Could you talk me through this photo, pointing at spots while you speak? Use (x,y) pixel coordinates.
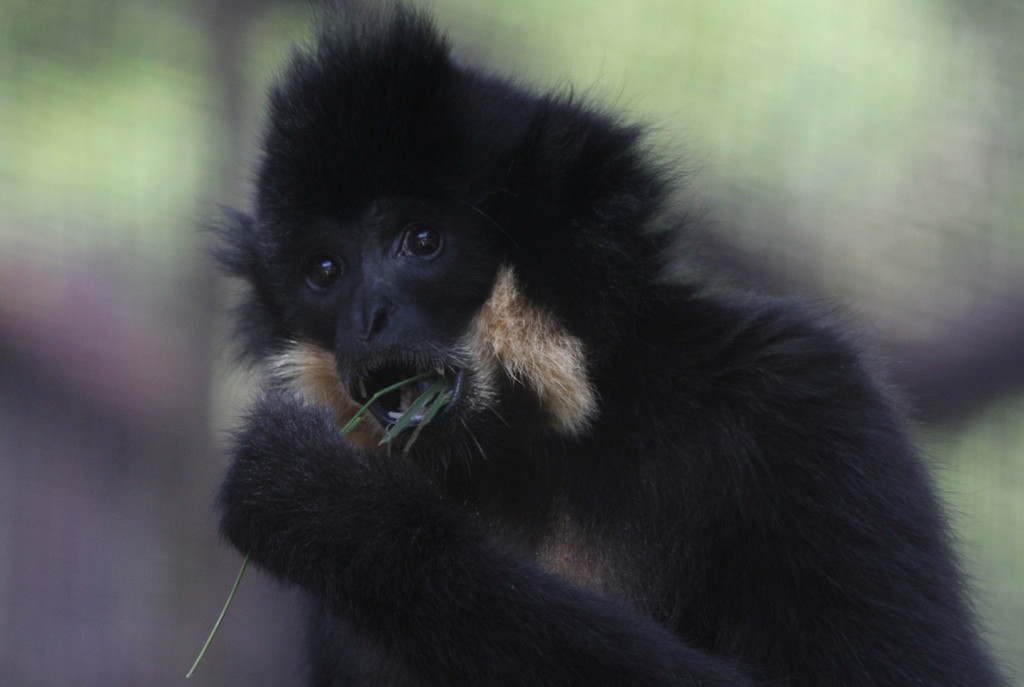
In this picture I can see a gibbon (475,394) in the middle (481,358), it is in black color.
